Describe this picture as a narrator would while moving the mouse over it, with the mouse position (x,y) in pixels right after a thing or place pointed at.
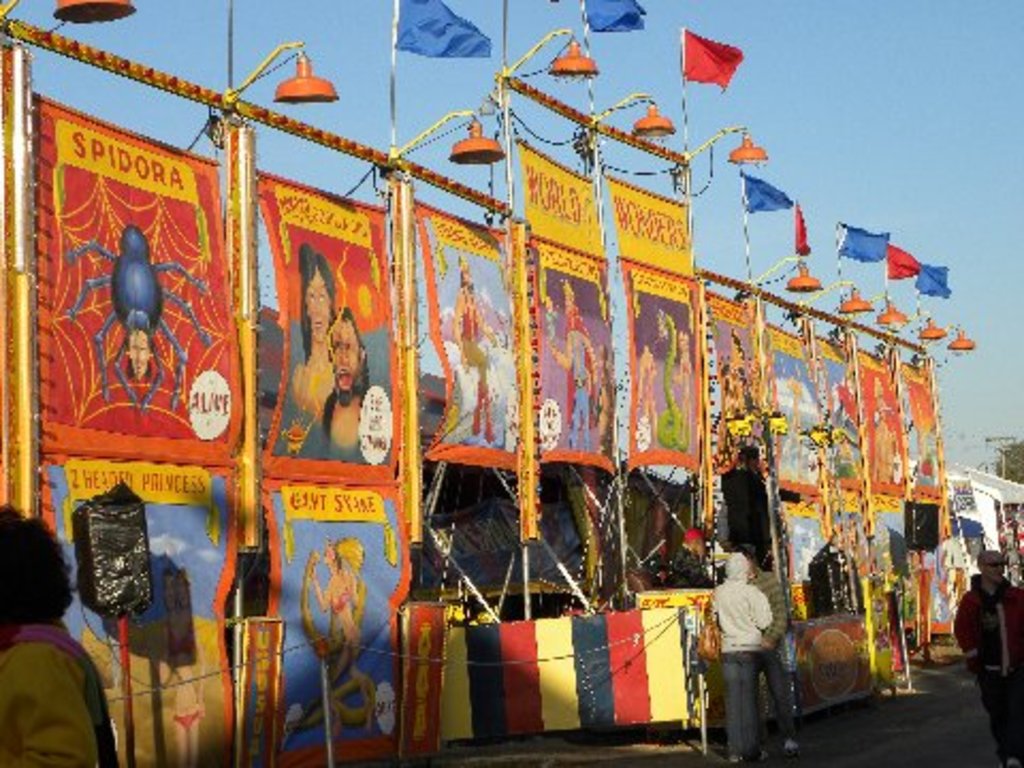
This image is taken outdoors. At the top of the image (743,83) there is a sky (416,62). At the bottom of the image (809,740) there is a road (869,732) and a few people (1007,632) are standing on the road (878,723). On the left side of the image (104,390) there are many pictures (925,479) on the cloth (316,453) and there are a few lamps (885,317) and flags (860,255).
